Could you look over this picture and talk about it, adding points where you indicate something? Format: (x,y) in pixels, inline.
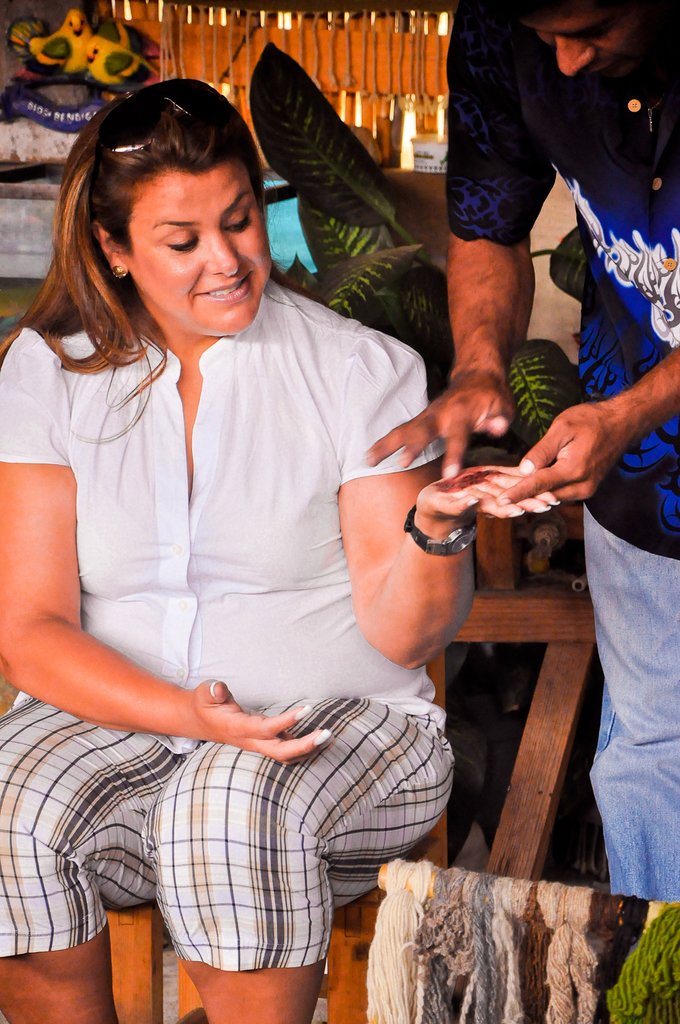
As we can see in the image there are two people (289,515). The woman (334,576) on the left side (70,534) is wearing white color dress (170,416) and sitting on chair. The man (673,806) on the right side (509,250) is wearing blue color dress (634,90). There is a plant (361,216) and toy birds (81,52).
